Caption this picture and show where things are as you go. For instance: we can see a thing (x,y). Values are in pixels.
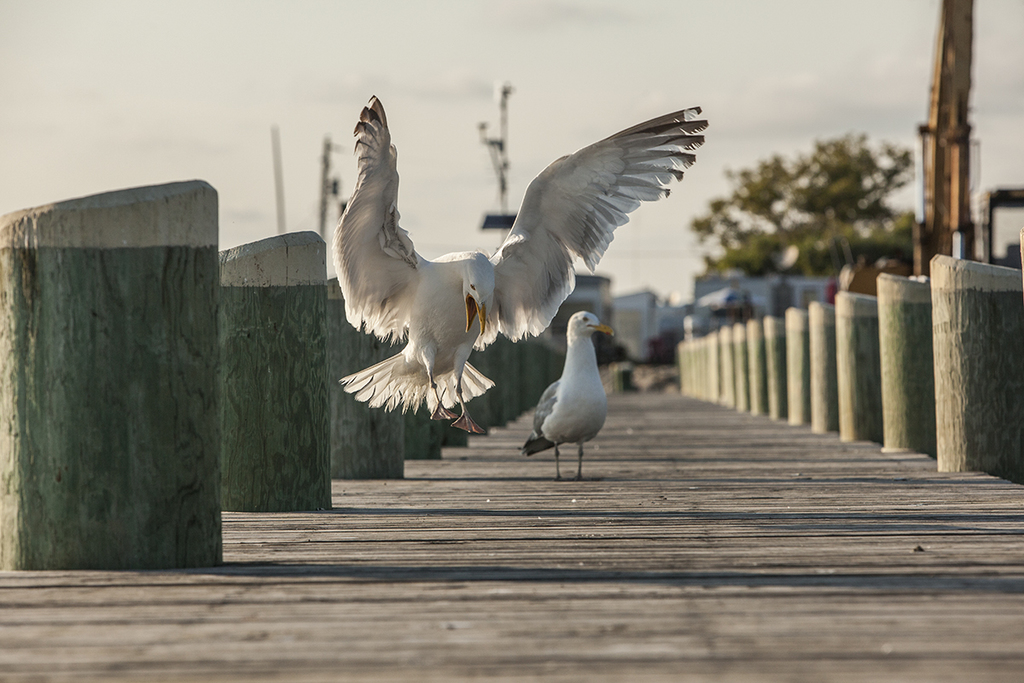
In this image in the center (479,337) there are birds (448,342). In the background (779,243) there are buildings (620,311), there is a tree (795,233) and the sky (413,98) is cloudy and there are poles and there are pillars (965,372).
